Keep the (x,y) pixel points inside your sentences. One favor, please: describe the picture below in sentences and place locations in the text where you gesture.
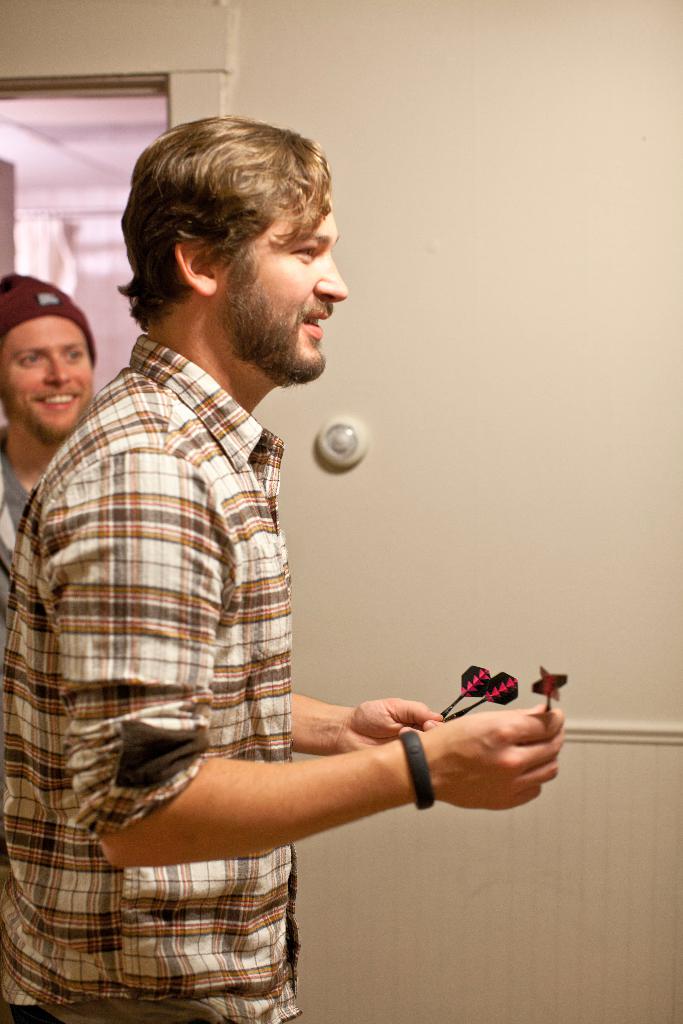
This is the man (259,504) standing and smiling. He is holding an object (476,697) in his hands (412,714). On the left side of the image (56,428), I can see another person (39,421) standing and smiling. This is the wall (519,510), which is white in color.
